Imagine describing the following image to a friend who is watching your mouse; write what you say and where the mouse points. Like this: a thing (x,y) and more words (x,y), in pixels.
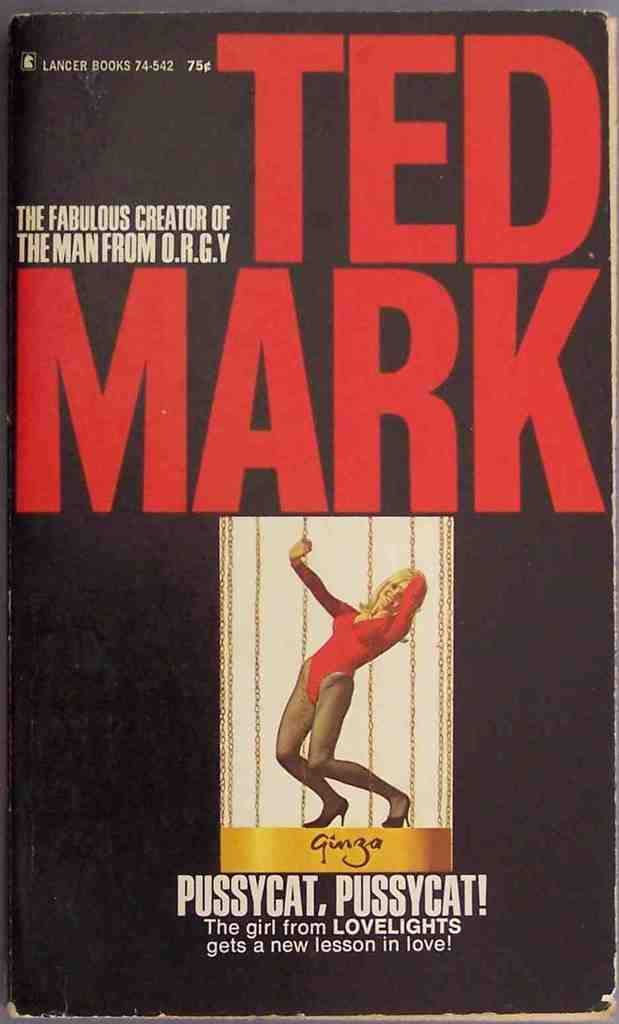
There is a book cover (131,855). In which, there are texts (445,377) in different colors and a woman's image (386,600) And the background is dark in color.
